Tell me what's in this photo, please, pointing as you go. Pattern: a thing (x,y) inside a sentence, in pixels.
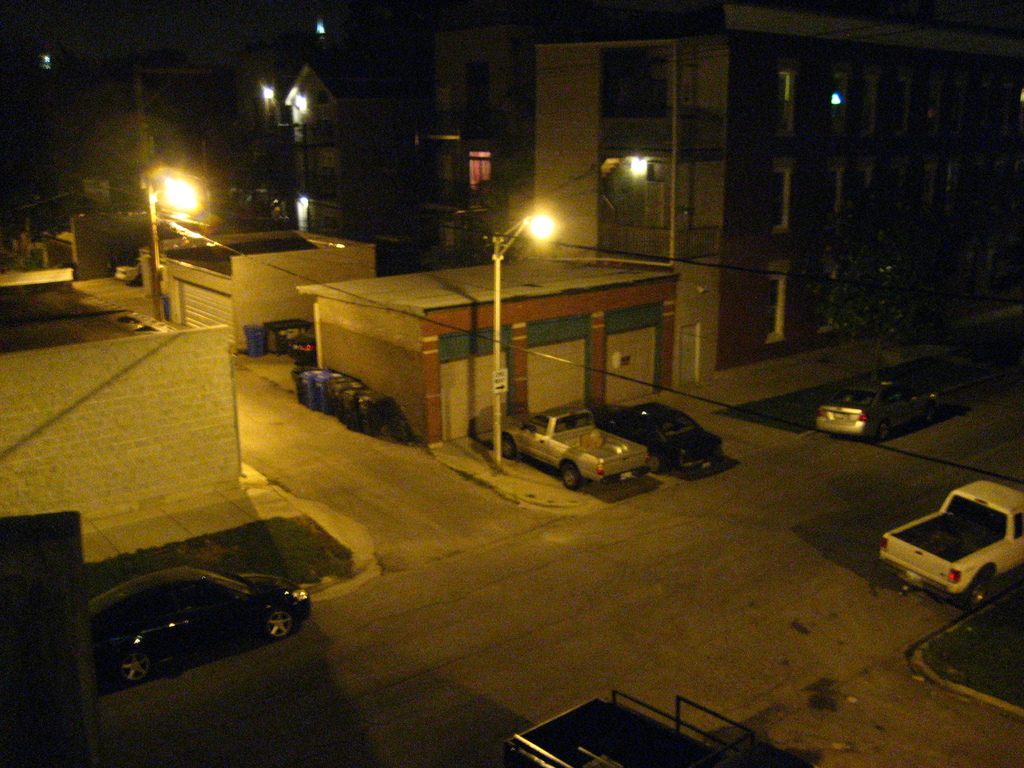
In this image we can see cars (291,603) parked on the road (682,475), electric poles (167,189) and buildings (434,305).
